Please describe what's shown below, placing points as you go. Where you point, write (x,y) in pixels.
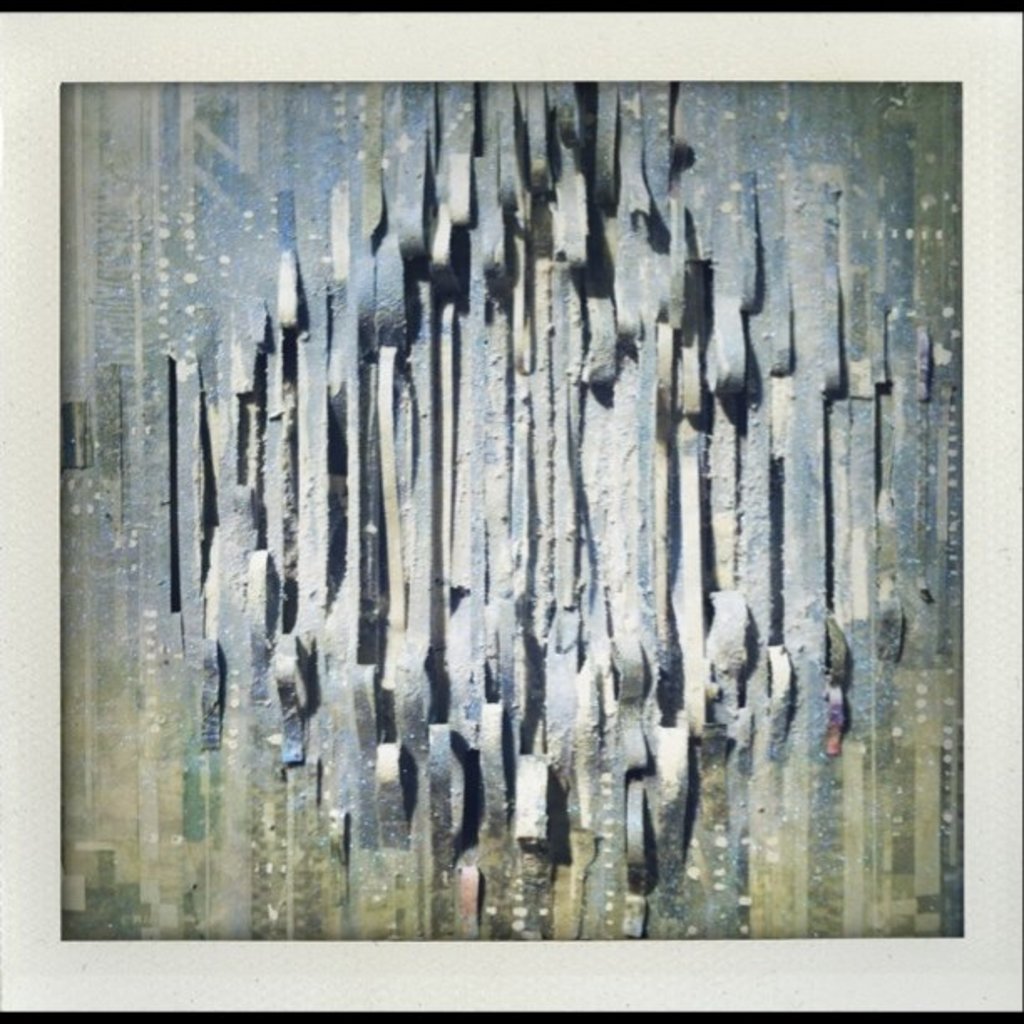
In this picture I can see there is an art (843,927) and it is placed in a photo frame (5,797).
